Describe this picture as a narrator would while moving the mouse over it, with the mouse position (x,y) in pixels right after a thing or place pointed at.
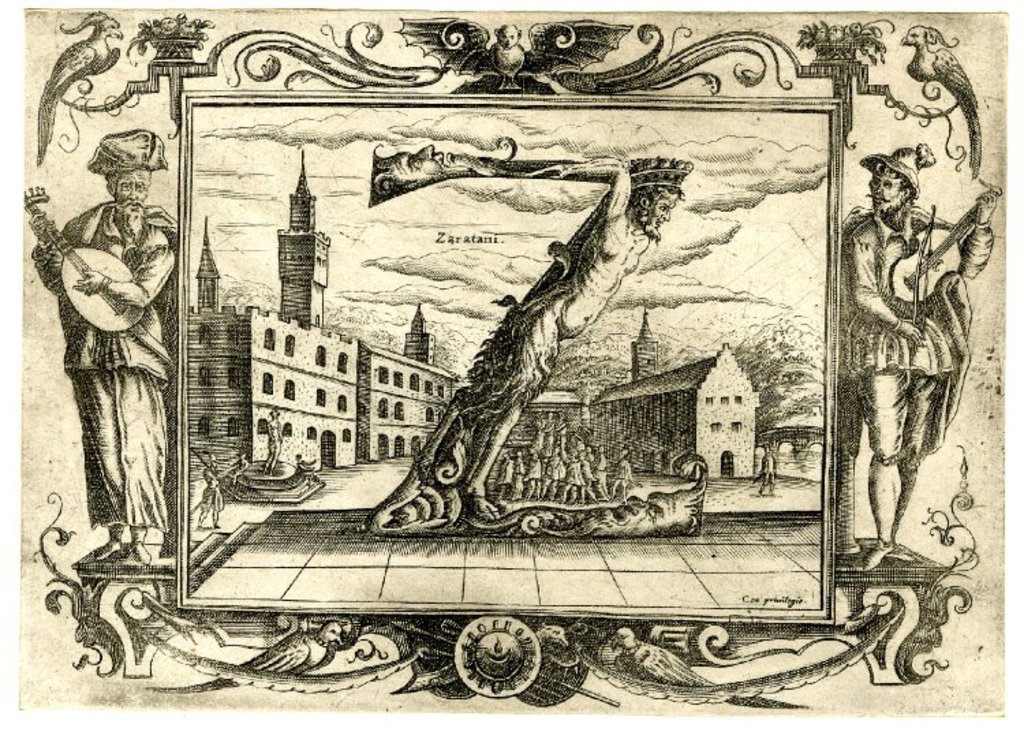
This is a poster (396,309). On this poster (396,356) we can see buildings (190,322) and few persons (98,499).
